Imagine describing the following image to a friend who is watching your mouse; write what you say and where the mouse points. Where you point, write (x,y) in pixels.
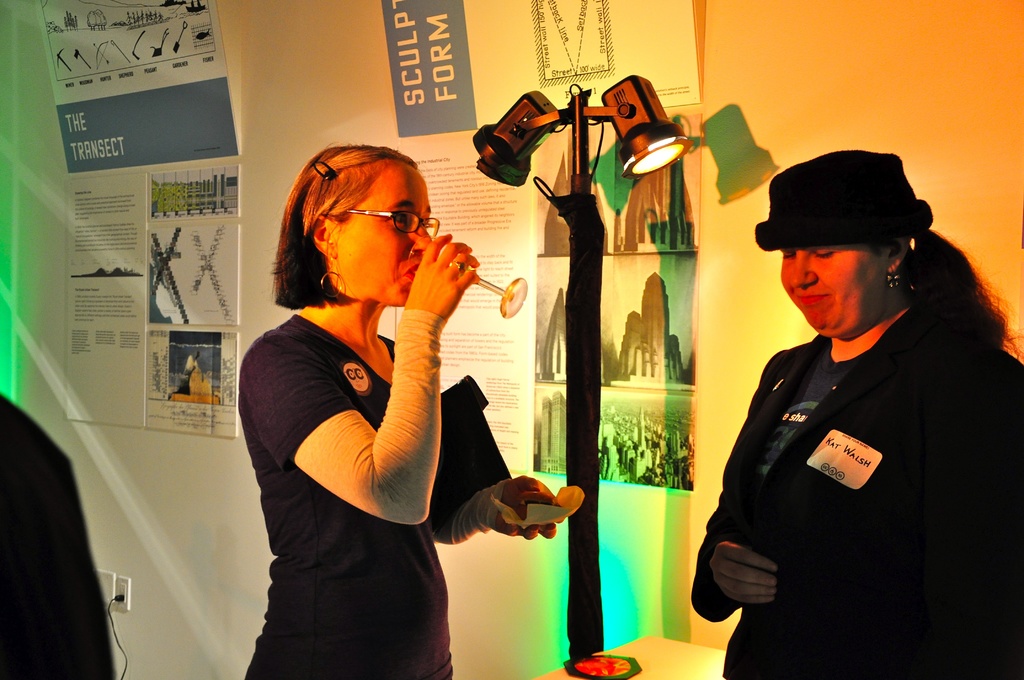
In this picture we can see there are two women (354,569) standing and a woman (447,284) is holding a glass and some objects (529,506). Behind the women (347,512), there is a stand (573,352) with lights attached to it. Behind the stand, there are some posters (71,338) attached to a wall (169,607). On the left side of the woman (281,512) there is a cable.
